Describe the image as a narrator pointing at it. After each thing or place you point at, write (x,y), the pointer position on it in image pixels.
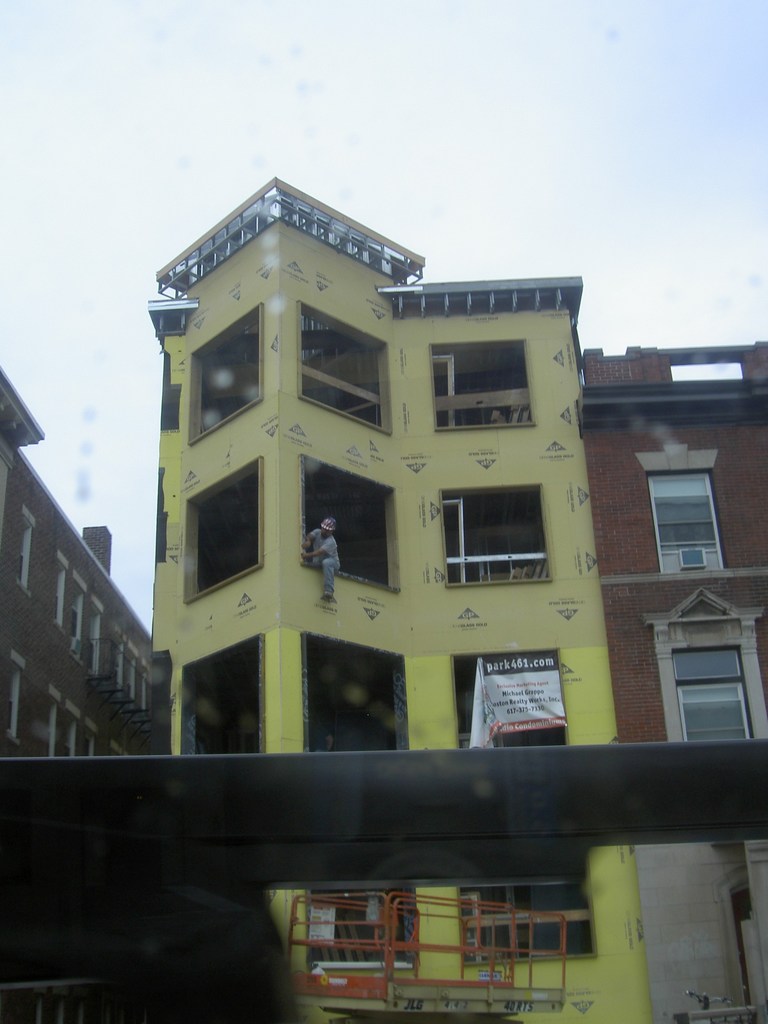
There are buildings (456,473). Here we can see a person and a banner (541,698). In the background (532,138) there is sky (589,111).
